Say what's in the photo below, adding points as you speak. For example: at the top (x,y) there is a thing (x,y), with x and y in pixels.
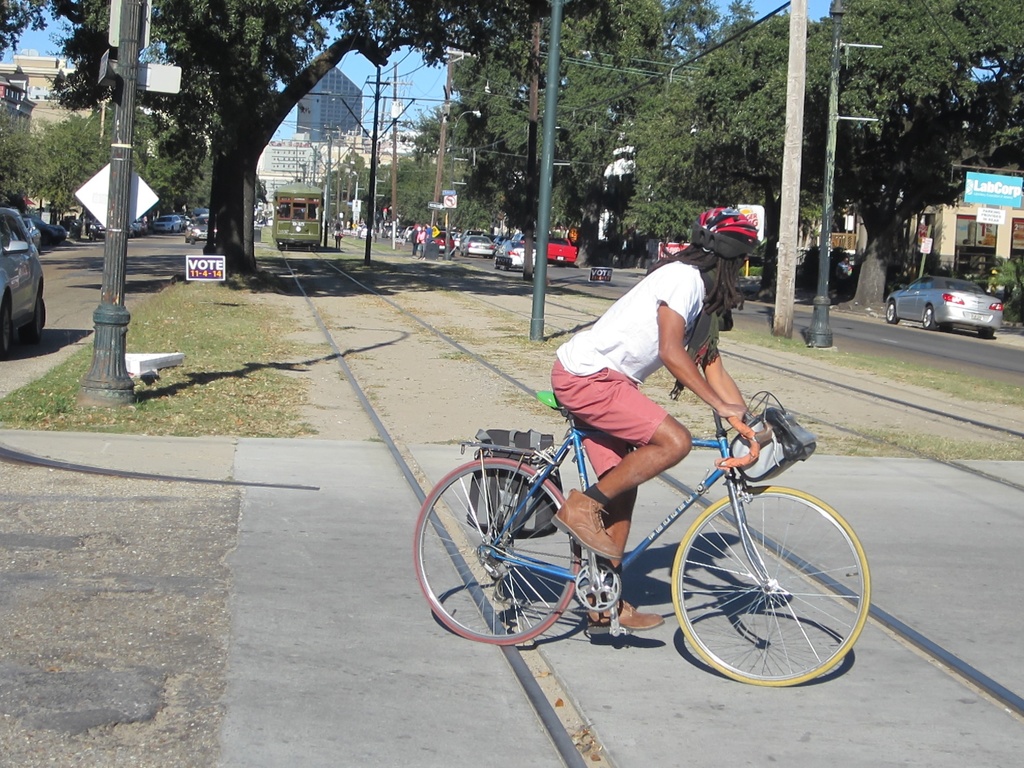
In this picture there is a girl (658,403) riding the bicycle (550,482) and crossing the railway tracks (525,385). We can also observe few railway tracks (402,459) beside the road (898,346). In the background (791,305) there are many cars (929,305), electric poles (791,163) and trees (230,112). There are also buildings (302,158) in the background (334,137).
